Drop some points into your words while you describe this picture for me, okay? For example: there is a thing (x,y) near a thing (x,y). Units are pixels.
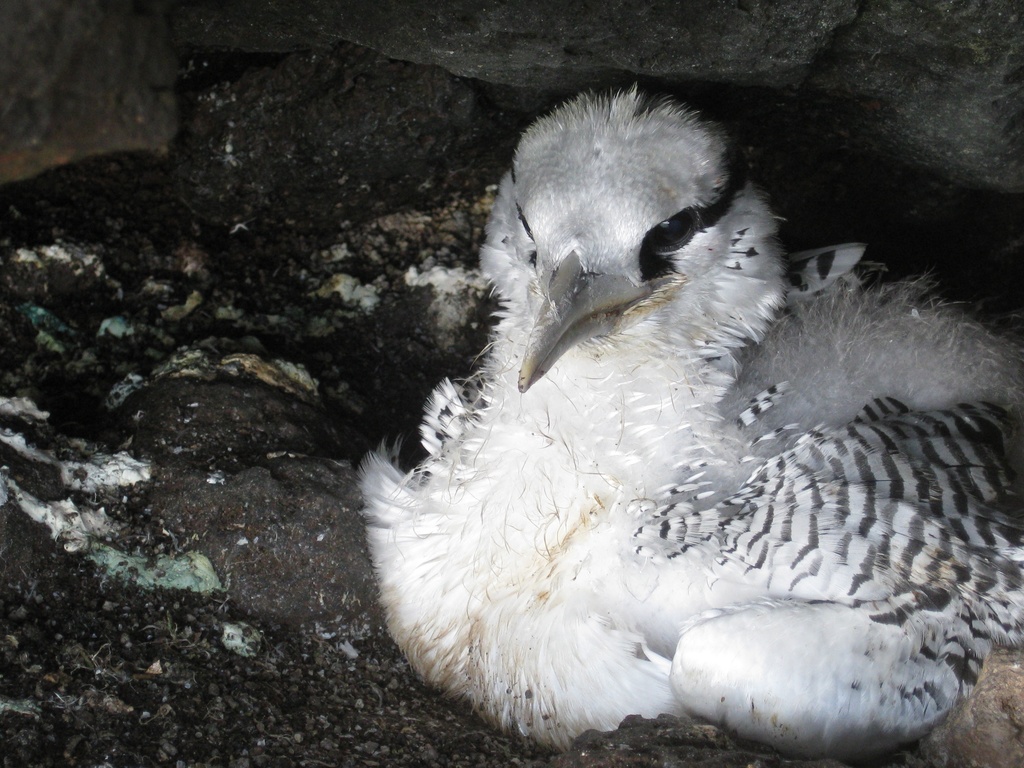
In this image there is a bird (624,493) sitting on the surface (364,654), beneath the rock (955,141).
